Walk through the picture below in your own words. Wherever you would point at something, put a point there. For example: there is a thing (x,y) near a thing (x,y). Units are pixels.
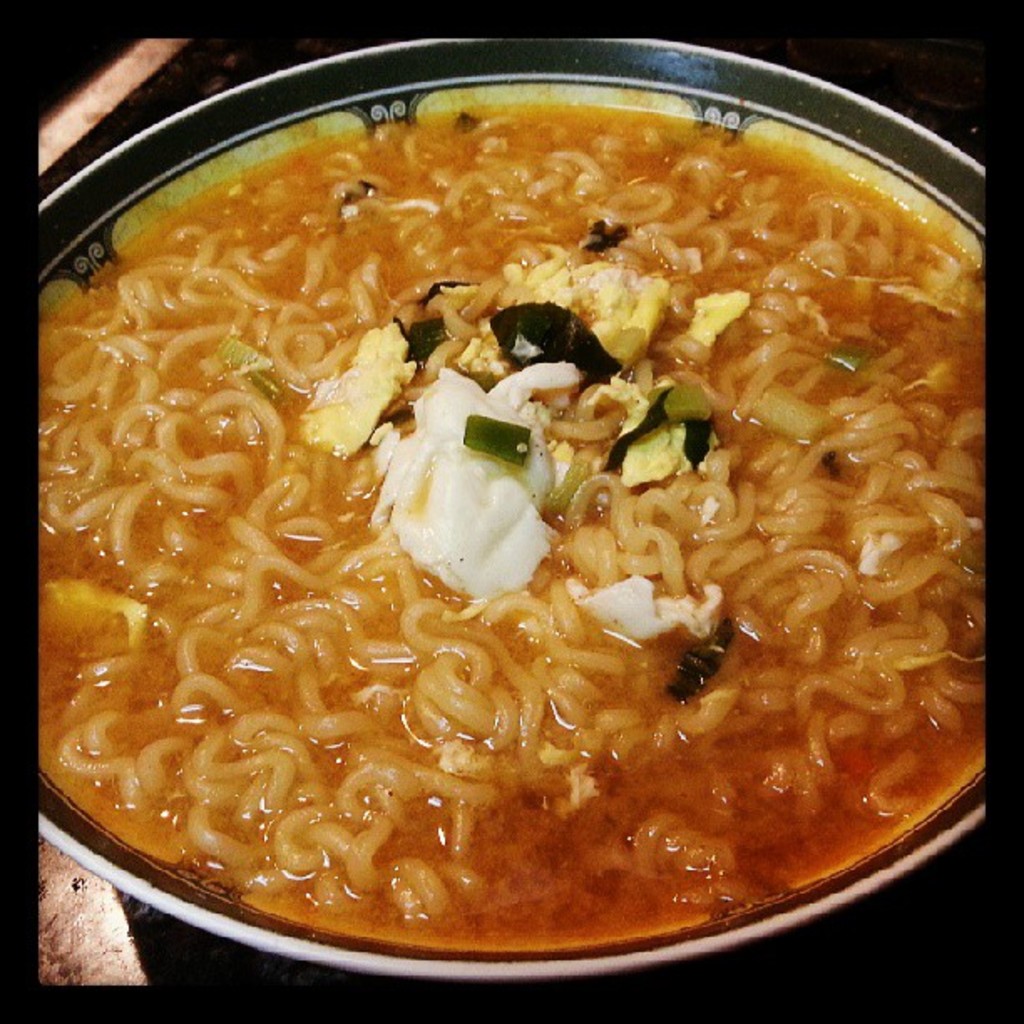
This image consists of a bowl (48,274) in which there are noodles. The bowl (675,951) is kept on a table (204,969). The table (790,979) is in black color.
